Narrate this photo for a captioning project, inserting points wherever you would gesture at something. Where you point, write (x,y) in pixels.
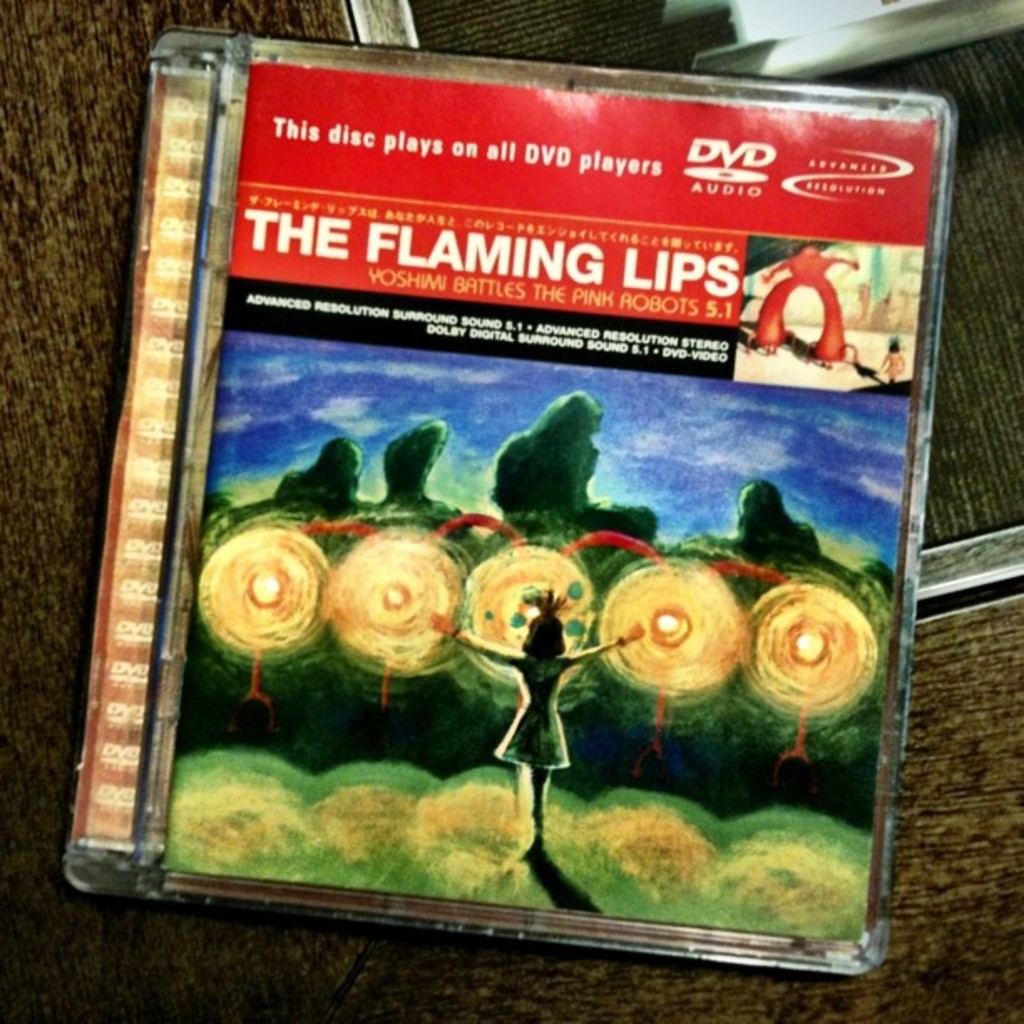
In this image we can see DVD box (393,492) on the surface (51,272).
